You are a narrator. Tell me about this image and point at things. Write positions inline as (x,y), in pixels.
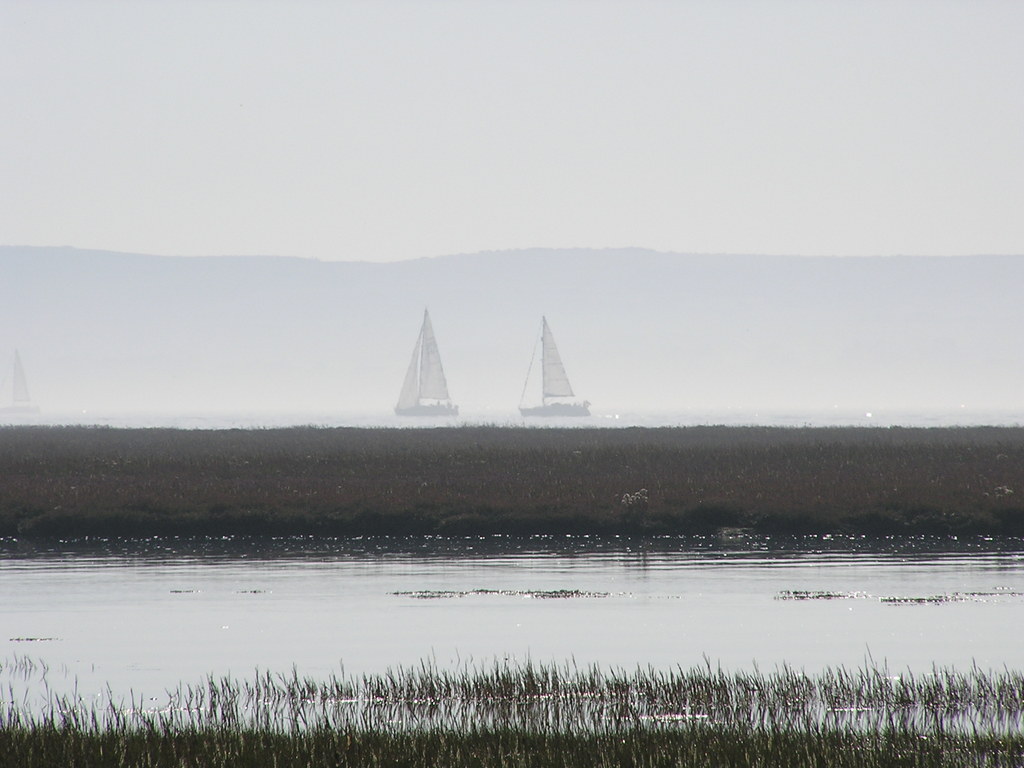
In this image, we can see ships (433,339) and at the bottom (467,660), there is water (678,618) and some part of it is covered with grass (548,730).
